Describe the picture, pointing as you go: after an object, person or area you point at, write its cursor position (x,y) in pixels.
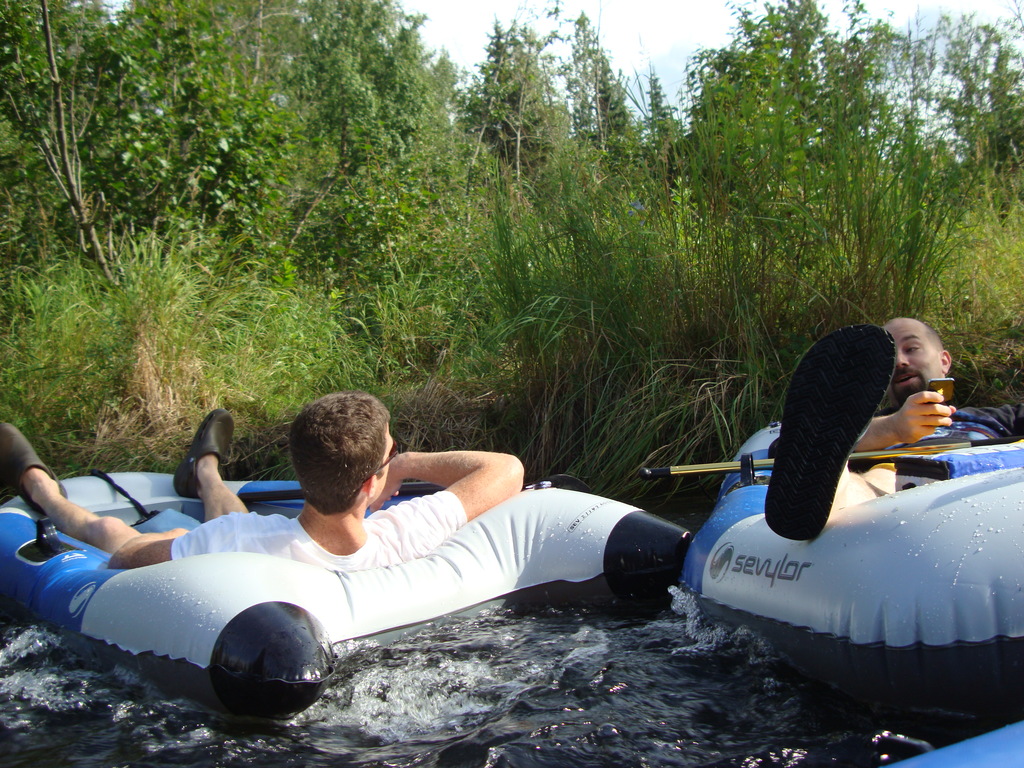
In this image we can see inflatable boats (381,614), persons (454,495), water (570,667), trees (120,190), plants (727,193), sky (683,65) and clouds (601,5).
